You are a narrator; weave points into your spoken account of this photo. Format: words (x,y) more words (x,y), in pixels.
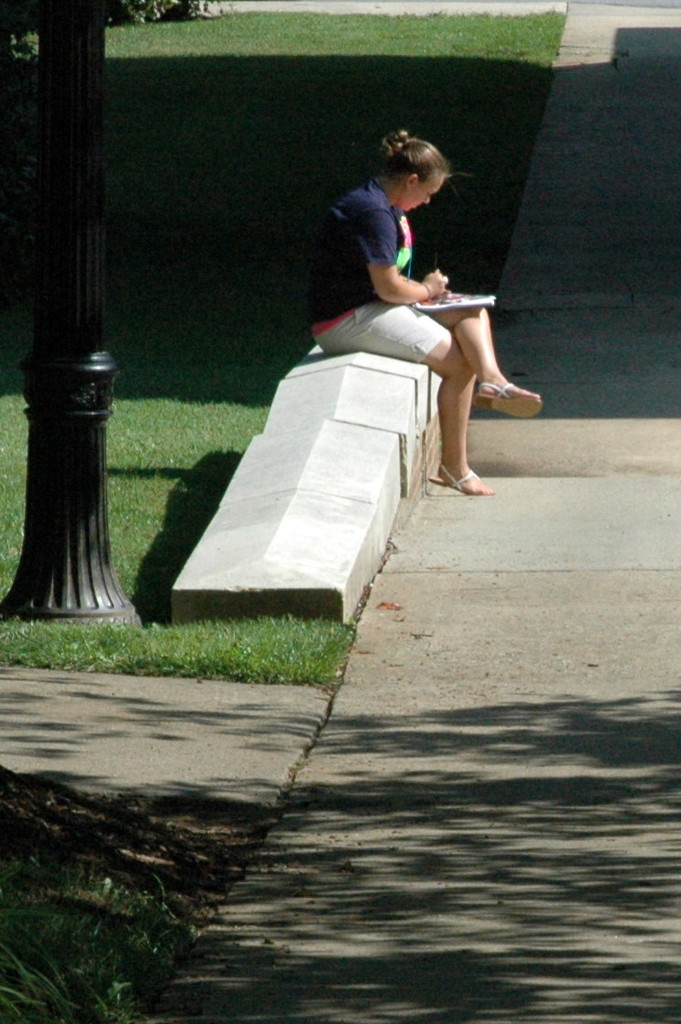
In this image we can see one black pole (83,0), three roads (550,322), some grass (298,643), trees (10,138) on the ground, one woman (457,319) sitting, holding a pen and writing.
